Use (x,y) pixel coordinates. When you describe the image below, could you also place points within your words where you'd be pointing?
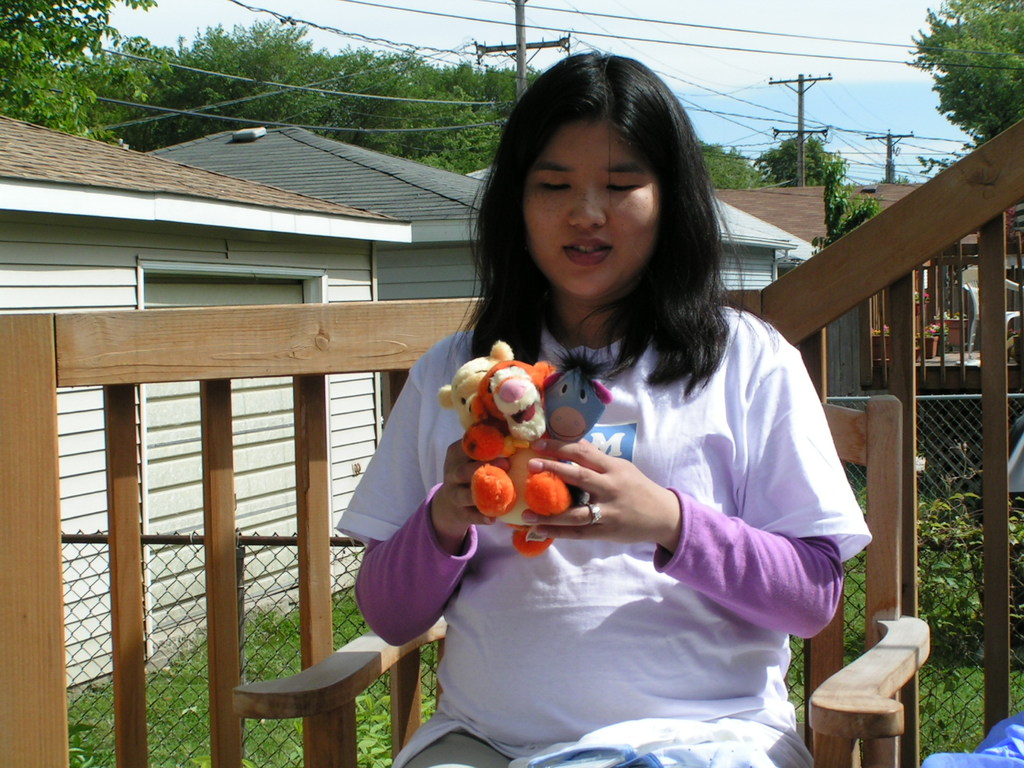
In this image a woman (701,469) is seated on the chair (826,708) and she hold some toys (501,434) in her hand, in the background (300,232) we can see couple of buildings (309,192), poles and trees (169,98).
